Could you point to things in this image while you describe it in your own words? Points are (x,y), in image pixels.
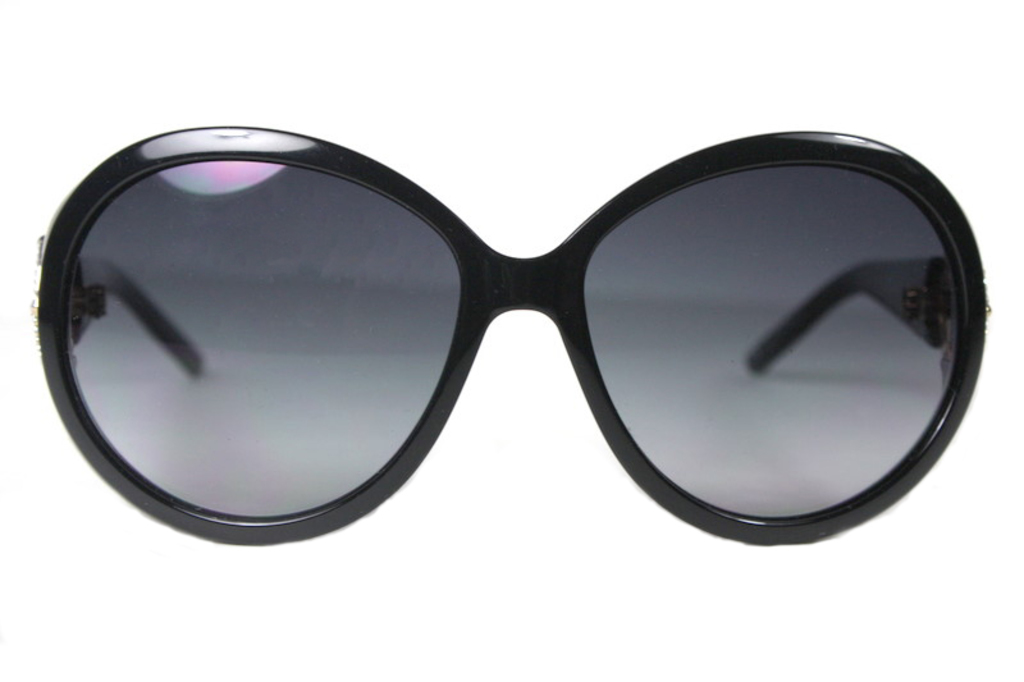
In this picture we can see goggles (335,360) on the white surface (454,580). In the background of the image (538,53) it is white.
